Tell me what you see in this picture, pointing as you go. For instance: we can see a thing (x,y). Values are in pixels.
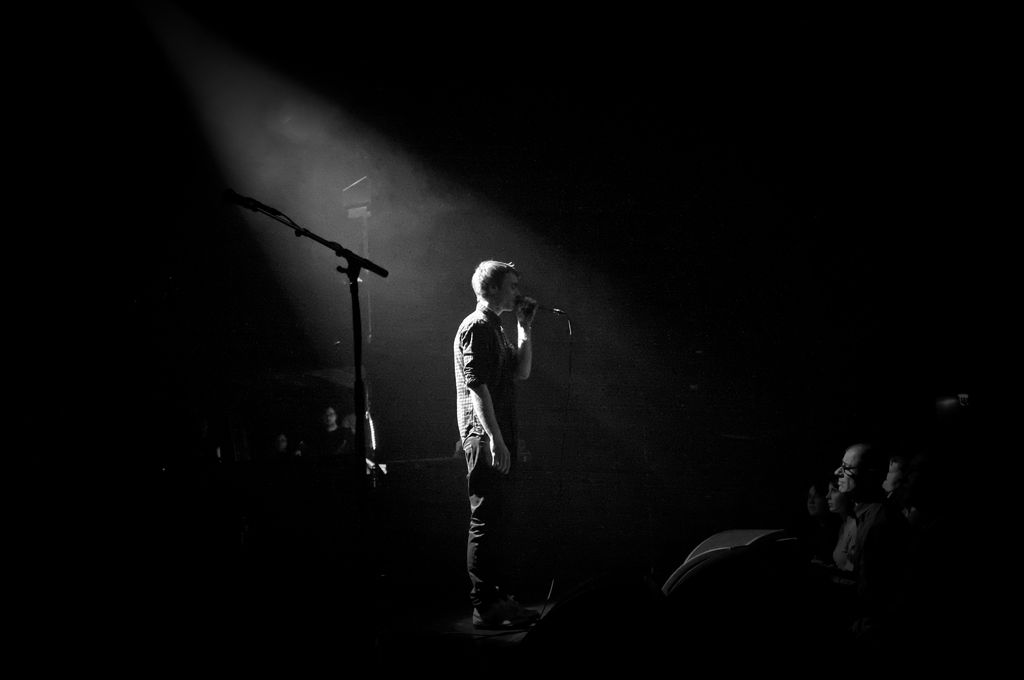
This image is taken in the dark where we can see a person (490,297) standing and holding the mic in his hands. Here we can see these people (836,543) are sitting here and we can see the mic stand (367,261) here. In the background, we can see a few more people (320,438) here.
